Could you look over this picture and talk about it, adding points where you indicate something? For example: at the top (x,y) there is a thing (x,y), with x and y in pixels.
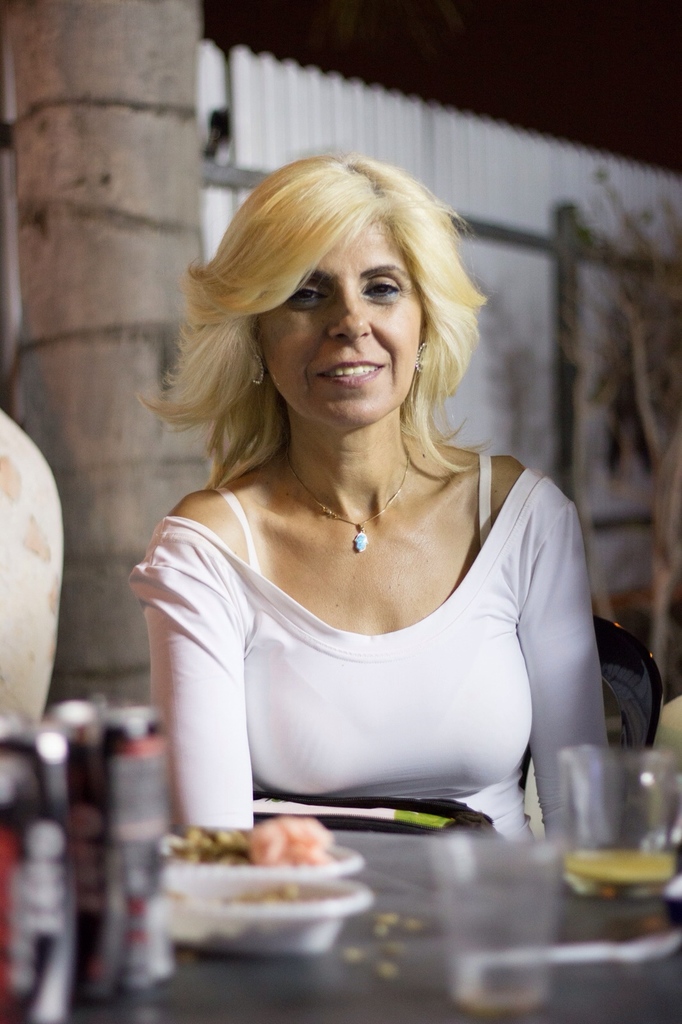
In this picture there is a woman (260,620) wearing a white color top (445,705) sitting on the chair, smiling and giving a pose. In the front (315,980) there is a dining table (428,909) with food (276,831) and glass (581,876). In the background (284,165) there is a white color shutter (312,107) and tree trunk (97,21).
